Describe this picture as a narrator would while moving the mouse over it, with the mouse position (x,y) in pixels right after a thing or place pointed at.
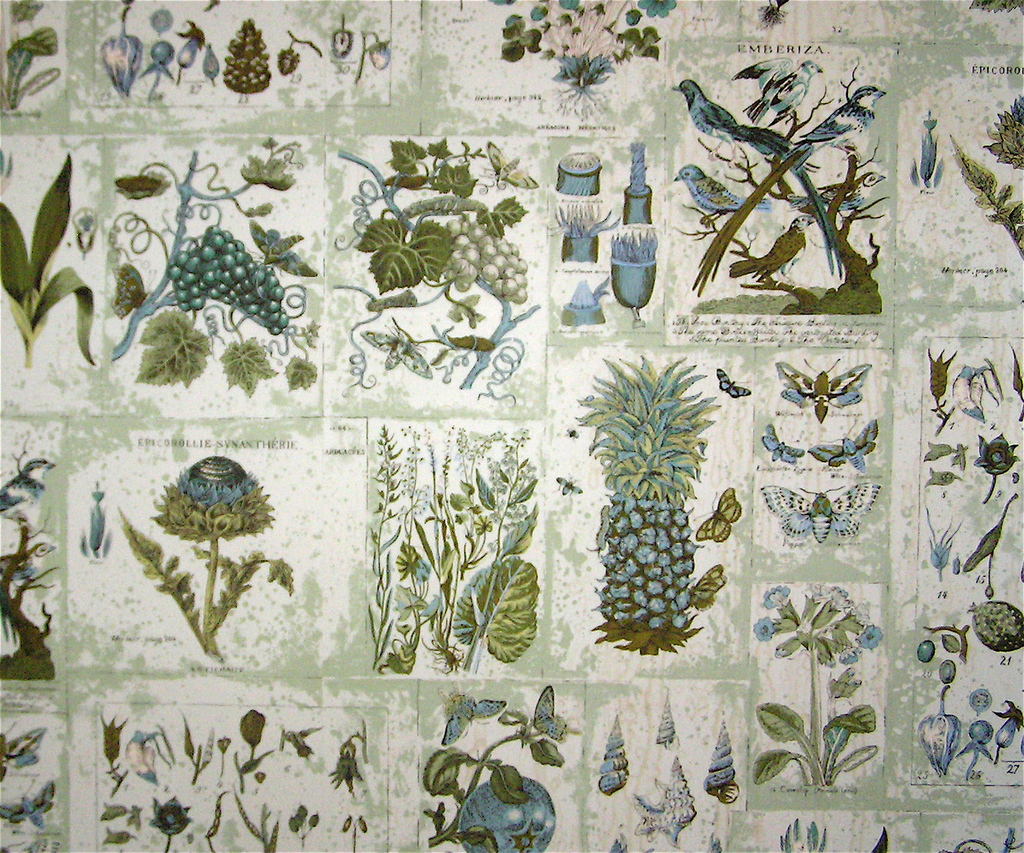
In this image I can see number of posters (384,500) in which I can see few plants (435,536) which are green in color, a pineapple (649,580), few butterflies (737,386), few birds (787,96), few grapes (239,305) and few flowers (479,521).
